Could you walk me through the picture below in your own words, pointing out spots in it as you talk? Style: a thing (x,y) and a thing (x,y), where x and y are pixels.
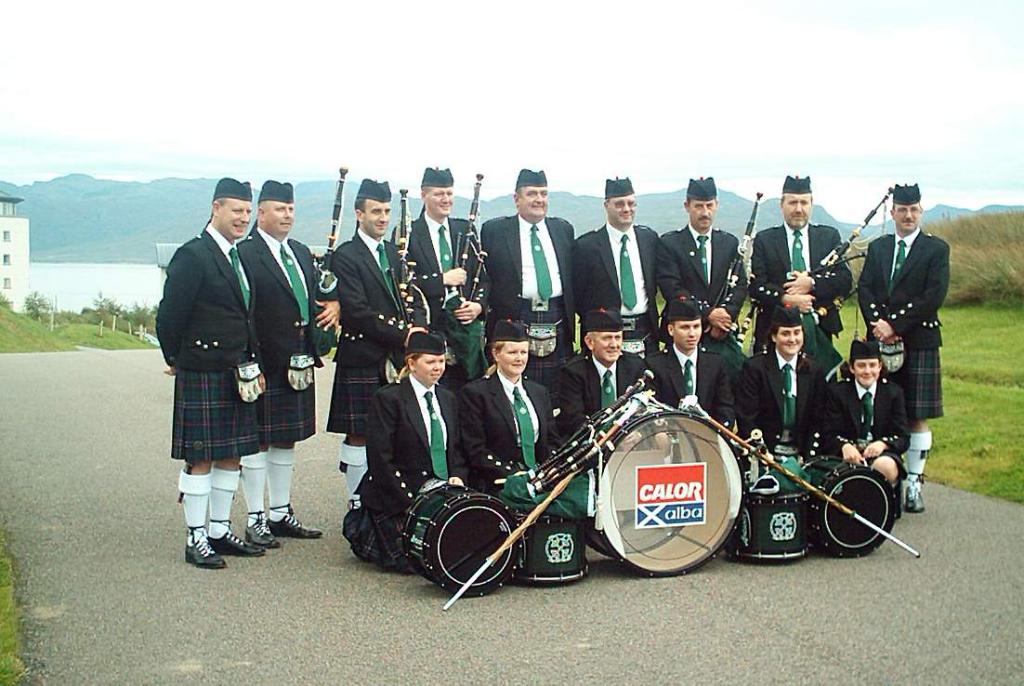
At the center of the image (426,398) some people (506,381) are sitting on the road (336,577) and some are standing on the road (359,599). In front of them there are musical instruments (792,538). At the bottom of the image (949,475) there is grass (974,335) on the surface (972,310). In the background of the image (40,173) there are buildings (14,249), trees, mountains (169,203) and sky (244,61). At the left of the image (78,275) there is water (93,272).
